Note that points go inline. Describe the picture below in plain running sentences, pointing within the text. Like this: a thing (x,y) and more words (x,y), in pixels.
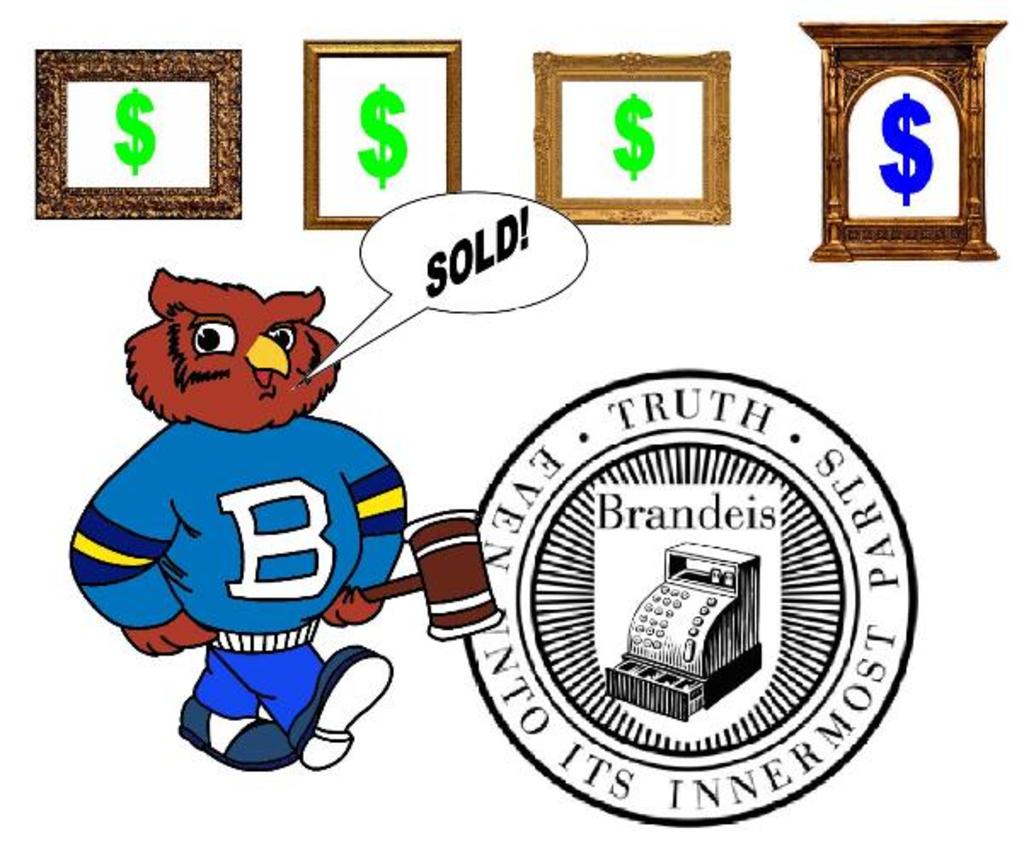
This picture look like poster. Here we can see logo (824,425). On the top (885,63) we can see dollar sign (913,141) on the frame (613,200). Here we can see he who is wearing blue dress (318,555) and holding hammer (401,587).
